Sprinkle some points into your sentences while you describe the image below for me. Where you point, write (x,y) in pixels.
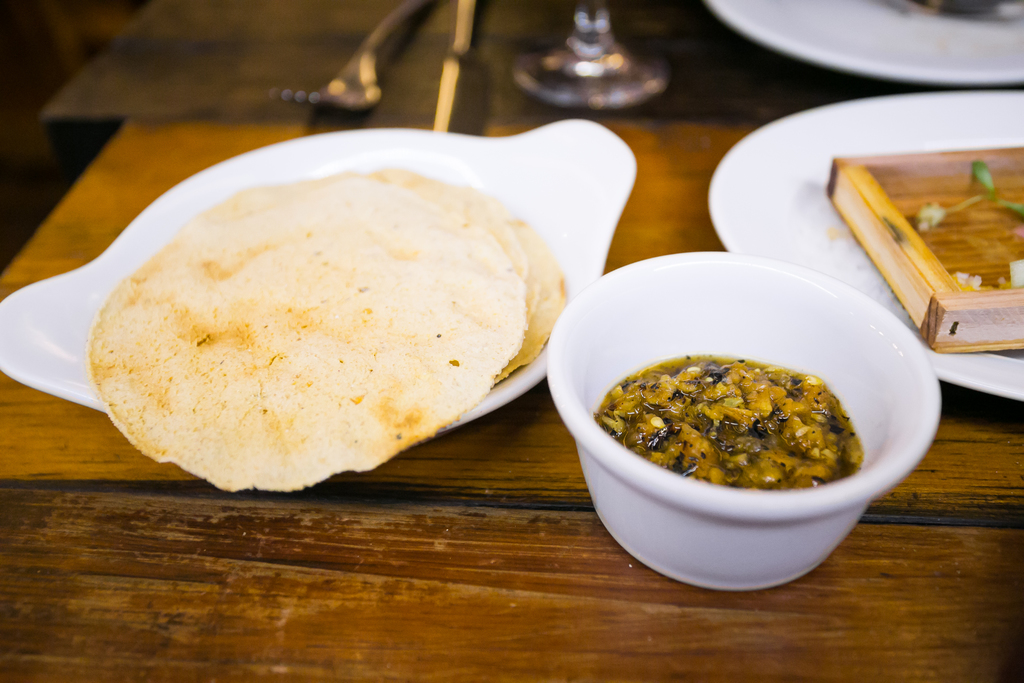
In this image we can see a table (542,106). On the table (654,183) there are cutlery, a glass (564,77) and food (788,415) in plates (528,373) and bowls (599,338).
